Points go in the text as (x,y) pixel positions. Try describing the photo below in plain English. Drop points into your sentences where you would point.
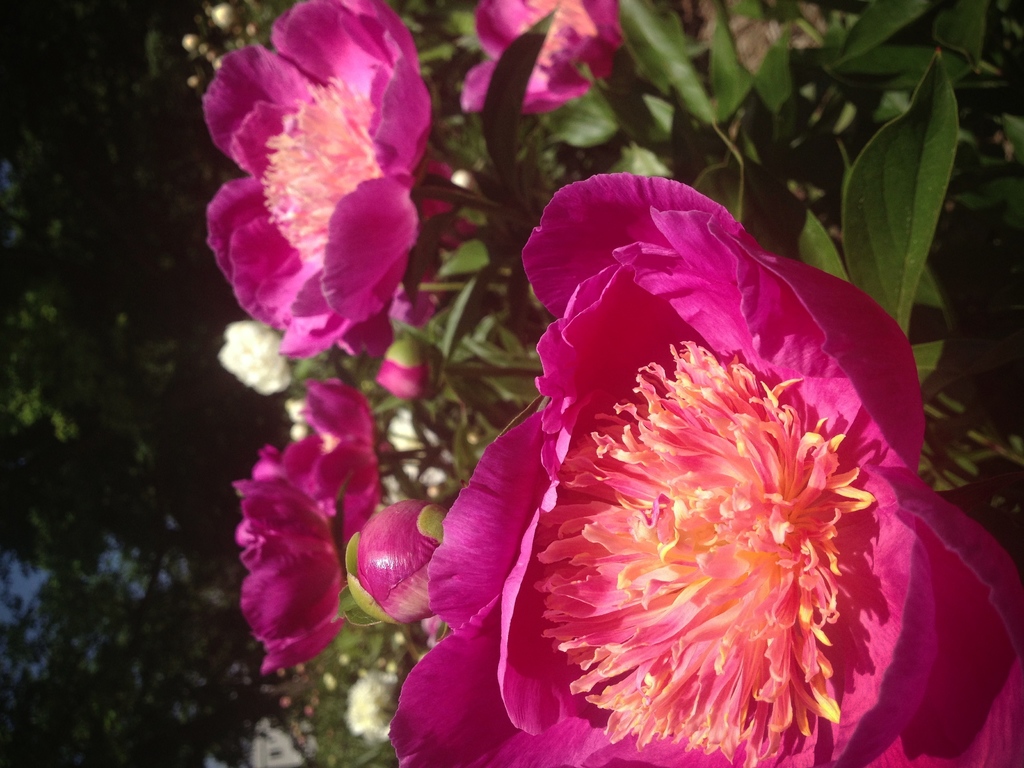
In the picture I can see flower plants (567,455). These flowers (415,392) are pink in color. The background of the image (112,241) is dark.
